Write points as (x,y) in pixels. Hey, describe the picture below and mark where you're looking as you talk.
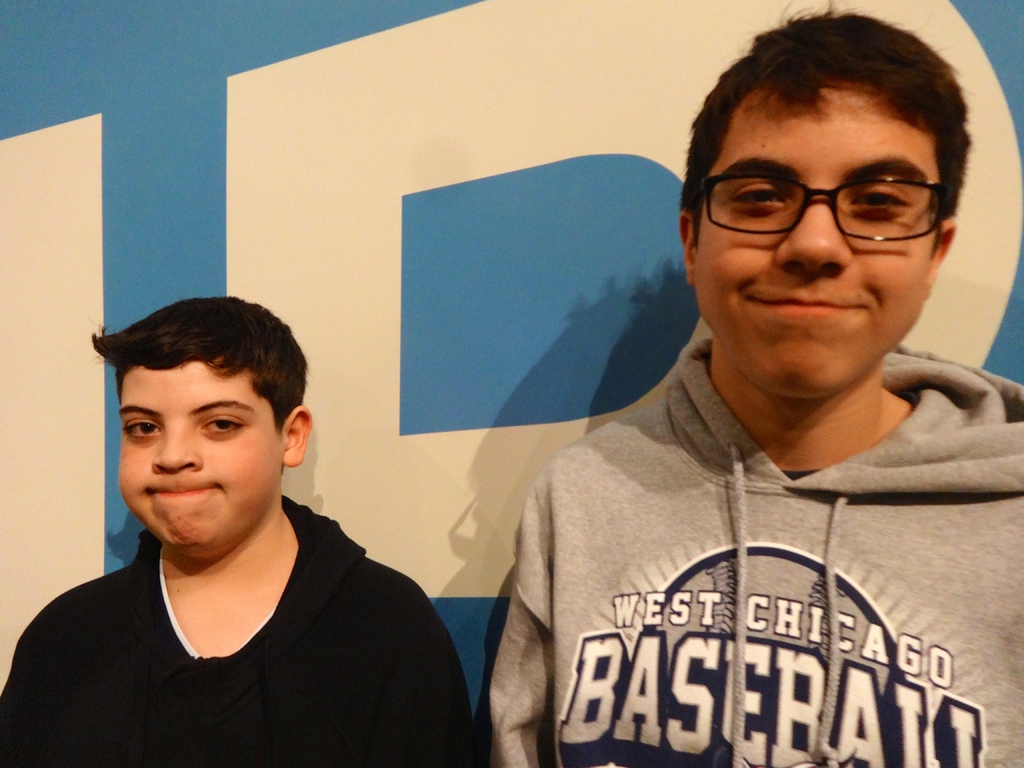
In this picture, there are two boys (501,646). A boy (292,576) towards the left (225,521), he is wearing a black jacket (109,701). A boy (685,495) towards the right (812,579), wearing a grey jacket (608,571). In the background (333,285) there is a wall (410,272) with some text (326,215).
